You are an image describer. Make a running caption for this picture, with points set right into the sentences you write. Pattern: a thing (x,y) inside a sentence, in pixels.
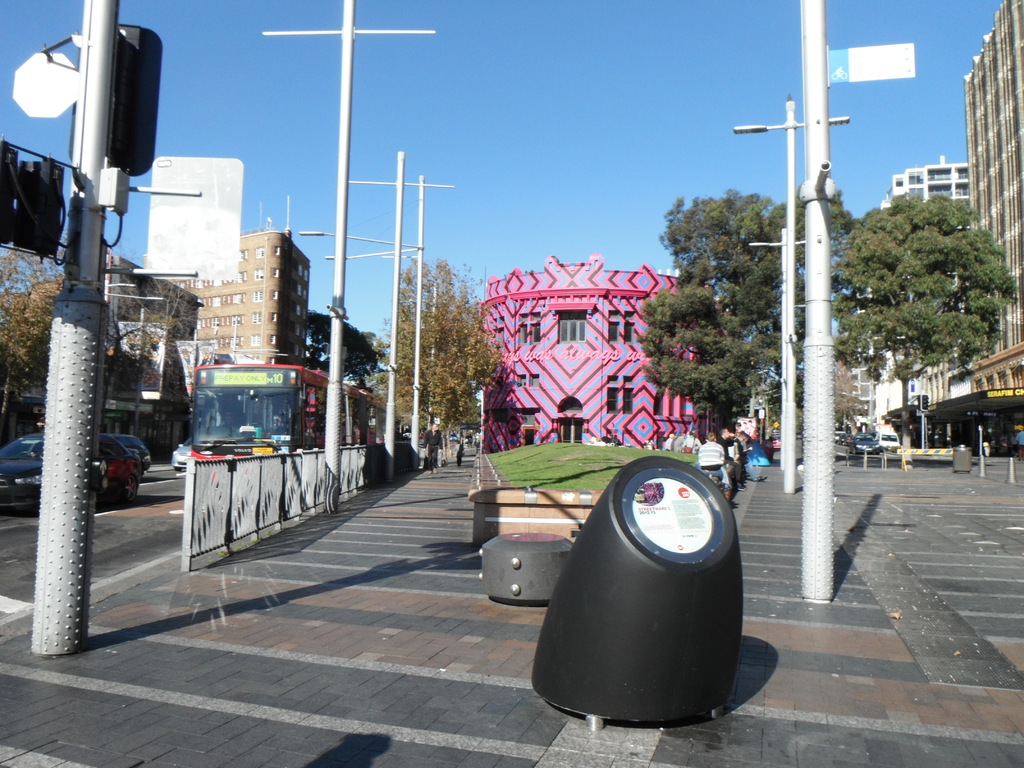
This is the picture of a city (373,340). In this image there are buildings (1021,284) and trees (948,334) and there are vehicles (27,454). In this image there are group of people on the footpath (48,660) and there is a person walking on the footpath (439,673). In the foreground (609,577) there is a device (655,589). At the top (334,88) there is sky (475,114). At the bottom (367,756) there is a road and there is a footpath (449,668).
